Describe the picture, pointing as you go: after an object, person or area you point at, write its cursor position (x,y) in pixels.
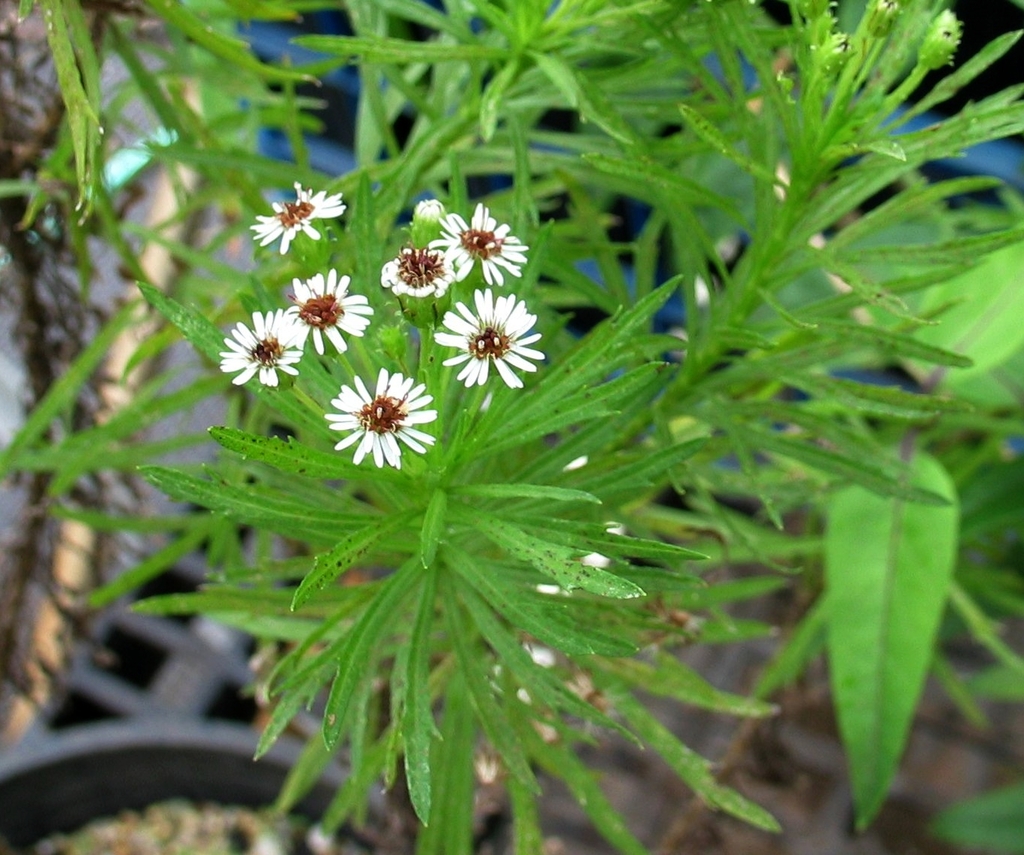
In this image I can see there are few white flowers (413,396) attached to the plant (412,451) and there are few leaves (574,587). The backdrop of the image (45,578) is blurred.
